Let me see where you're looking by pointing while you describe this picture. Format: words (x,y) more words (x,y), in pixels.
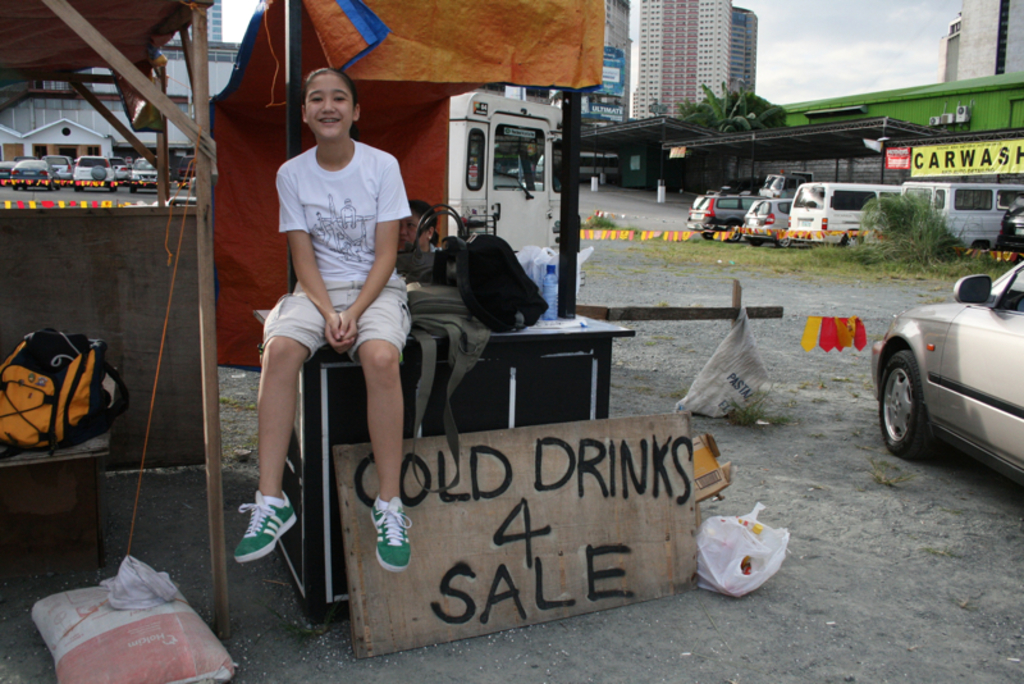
In this image we can see two women (357,239). One woman (397,249) is sitting on a table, some bags (418,296) and bottle (552,295) are placed beside her. In the foreground (628,568) we can see bag (182,638), board (479,588) with some text (673,493) placed on the ground (776,577). In the background (954,394), we can see vehicles (948,356) parked on road (598,294), buildings (972,104), air conditioners (944,117), sheds (828,131), trees (740,130), wood pieces (203,148), ribbons (644,238) and the sky (873,62).
